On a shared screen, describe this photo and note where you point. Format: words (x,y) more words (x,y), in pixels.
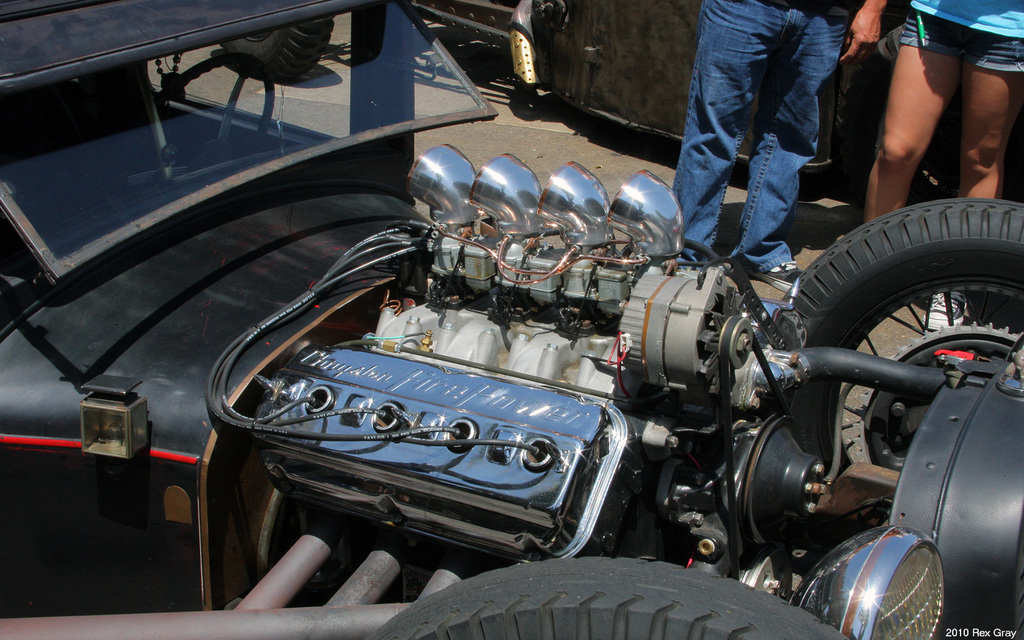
In this image we can see the motor (702,367) of a vehicle (557,348). In the background (738,8) there are two persons (921,129) standing on the floor (853,225).
